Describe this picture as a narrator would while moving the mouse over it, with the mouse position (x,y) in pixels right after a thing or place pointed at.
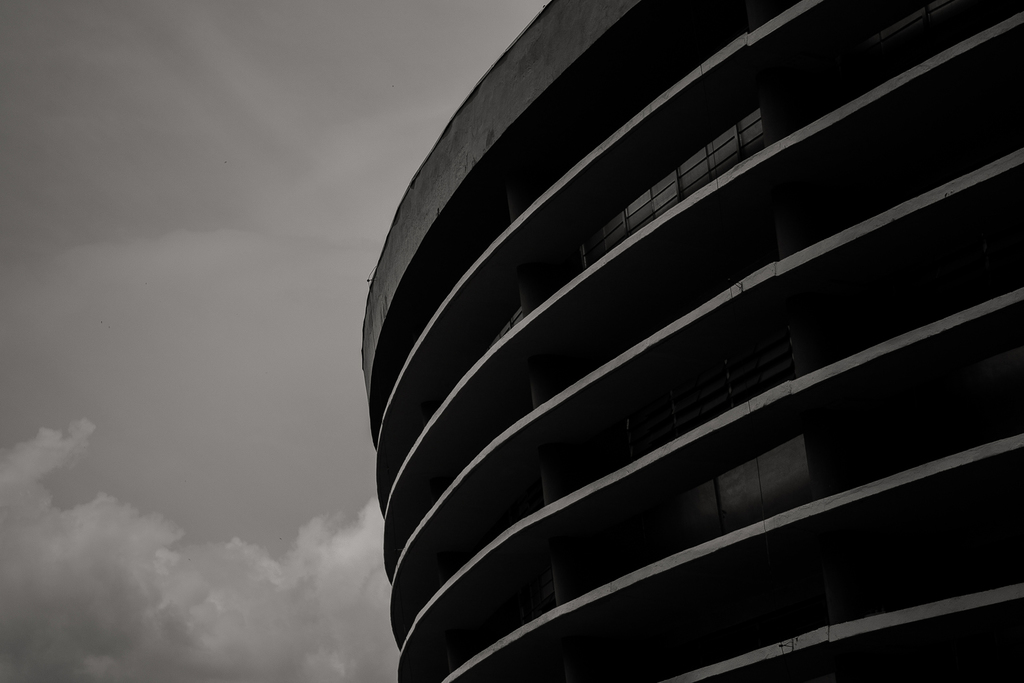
In this image there is a building (572,266). In the background (132,295) there is the sky (152,521).
